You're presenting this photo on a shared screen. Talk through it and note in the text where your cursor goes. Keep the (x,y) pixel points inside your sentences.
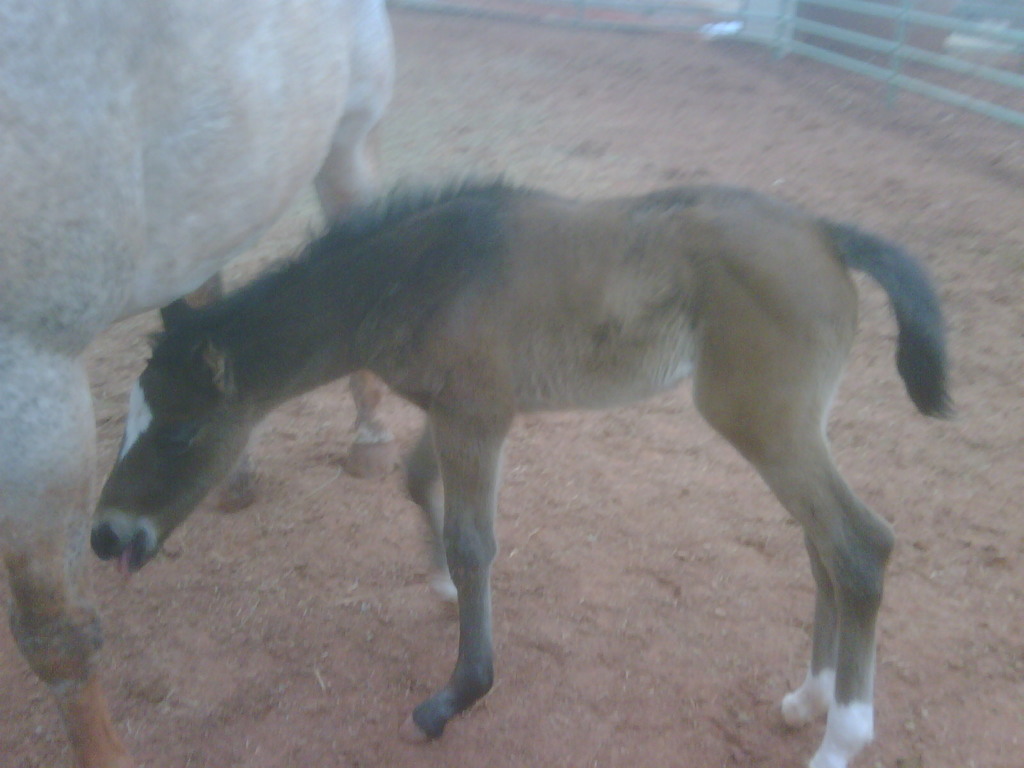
Here in this picture we can see a horse (361,324) and its mama (147,158) present on the ground (582,600) over there and in the far we can see a metal railing (976,77) present over there.
